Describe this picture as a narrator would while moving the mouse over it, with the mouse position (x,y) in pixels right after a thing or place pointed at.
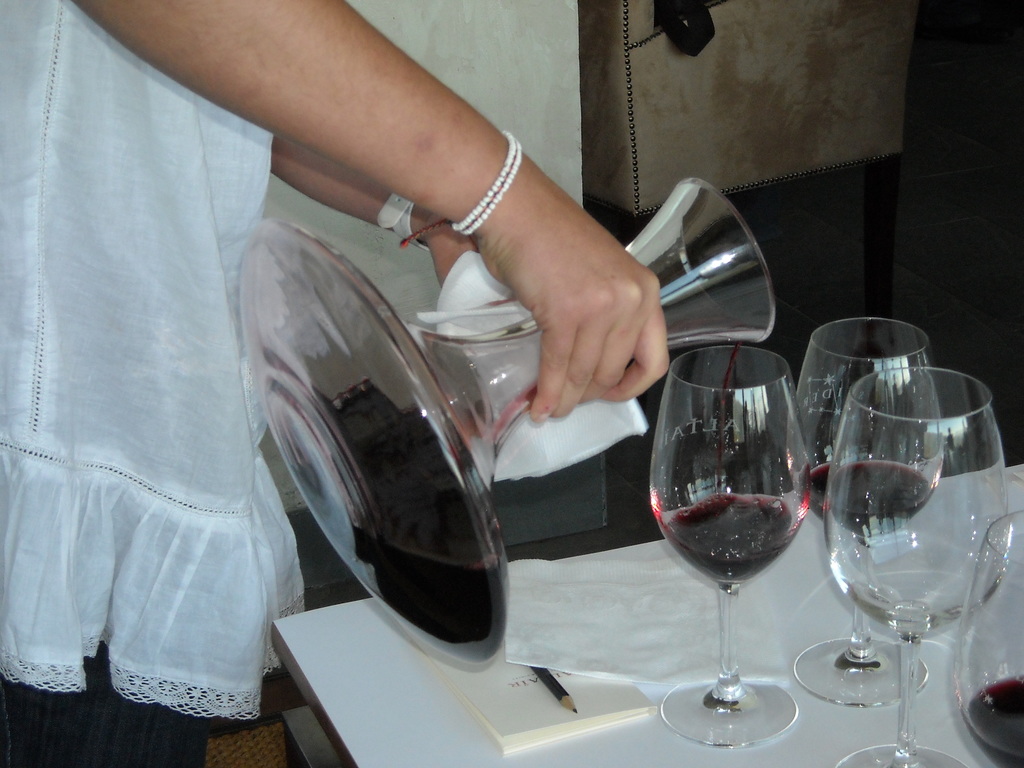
In the image we can see a person (51,223) standing, wearing clothes (127,160), bracelet (395,195) and the person (363,210) is holding a glass object (434,374) in hand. Here we can see a table (643,739), on the table (602,733), we can see book (557,737), pencil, tissue paper (646,628) and wine glasses (871,528).
